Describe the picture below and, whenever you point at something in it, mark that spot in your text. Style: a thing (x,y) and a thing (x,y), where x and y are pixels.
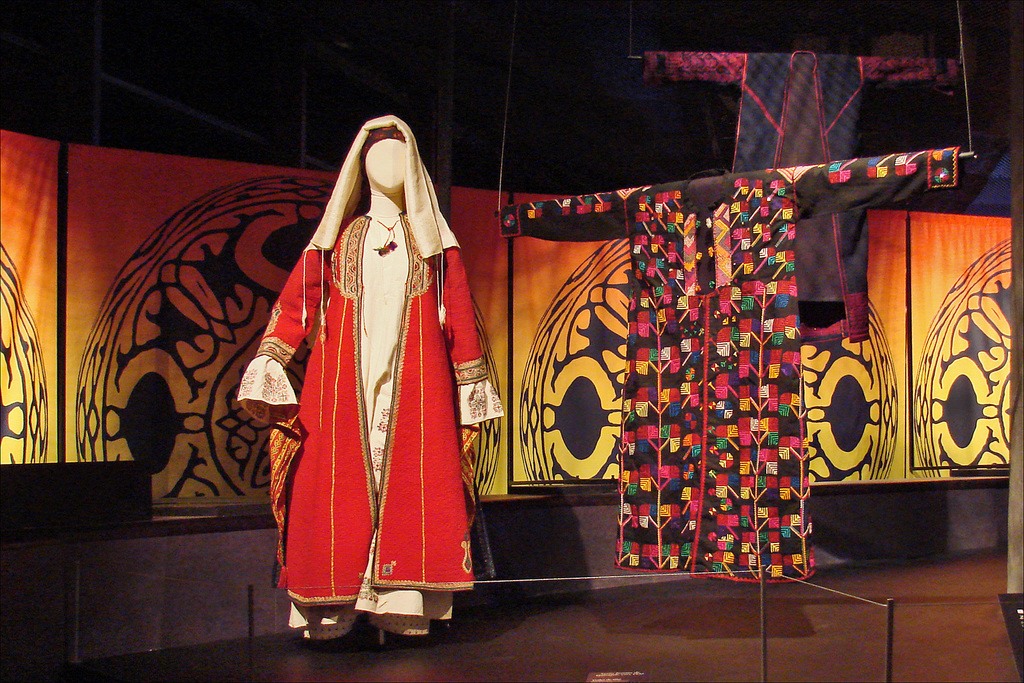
In this picture I can observe a mannequin (360,378). There is red color dress (419,514) on the mannequin (375,174). On the right side (694,184) there are some dresses (568,222) hanged. Behind the dresses (812,245) there is an orange and yellow color wall (172,345). The background (530,125) is dark.
